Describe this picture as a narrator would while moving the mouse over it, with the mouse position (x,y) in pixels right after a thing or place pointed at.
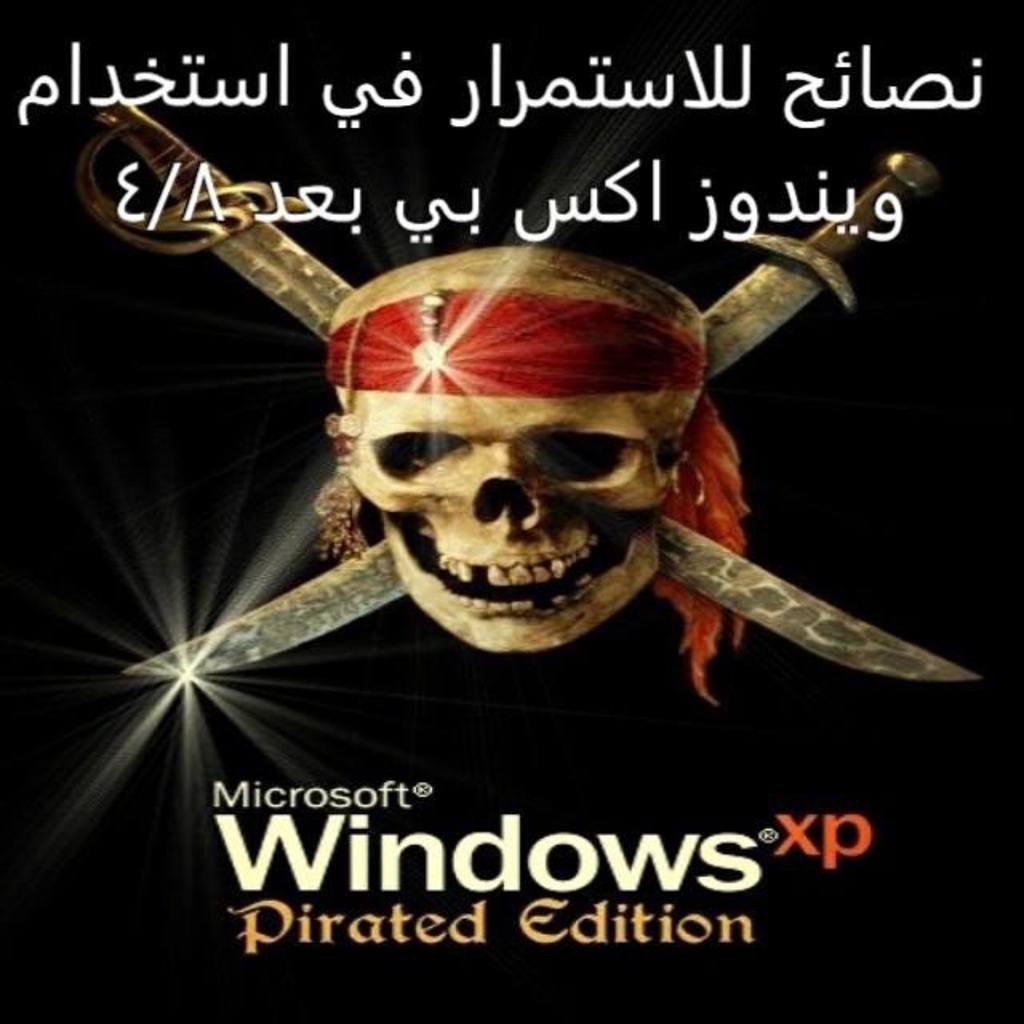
This is a poster (419,635). Here we can see a skull (481,513) and there are two ornaments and a cloth (453,344) tied to the skull (452,486) on the forehead (467,413) and behind the skull (398,416) there are two sword (231,260). In the background (34,382) the image is black in color. At the top (408,101) and bottom there is a text (270,934) written on it.
